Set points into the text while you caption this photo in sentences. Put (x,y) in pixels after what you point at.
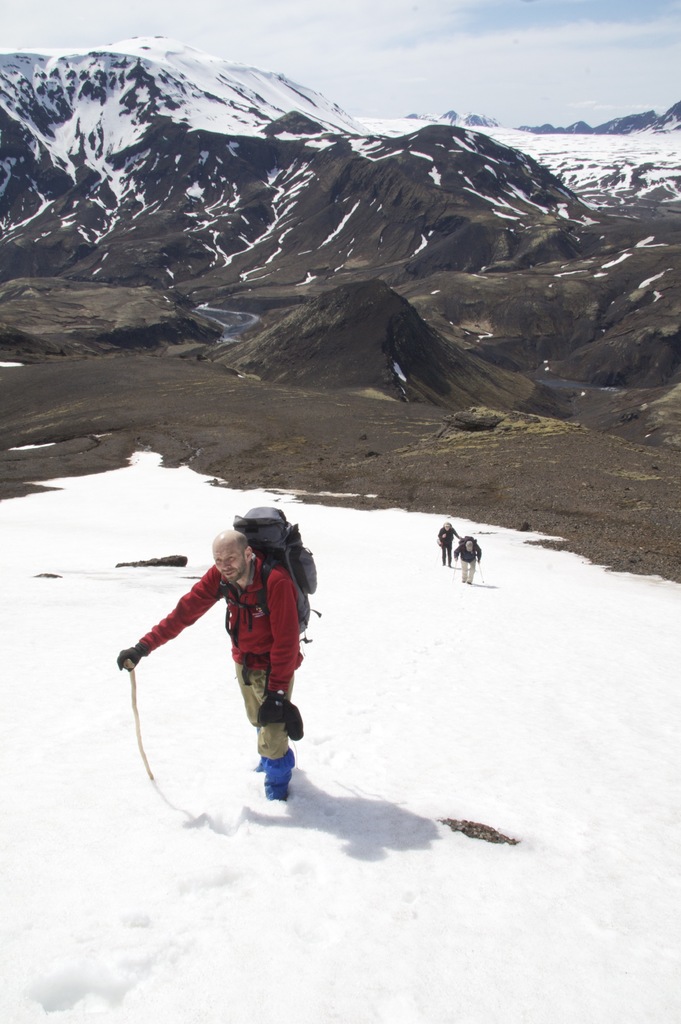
Here we can see a snow (366,796) and people (288,577). This man (256,696) is holding a stick (133,675) and wore a bag (287,550). Sky (411,54) is cloudy.
